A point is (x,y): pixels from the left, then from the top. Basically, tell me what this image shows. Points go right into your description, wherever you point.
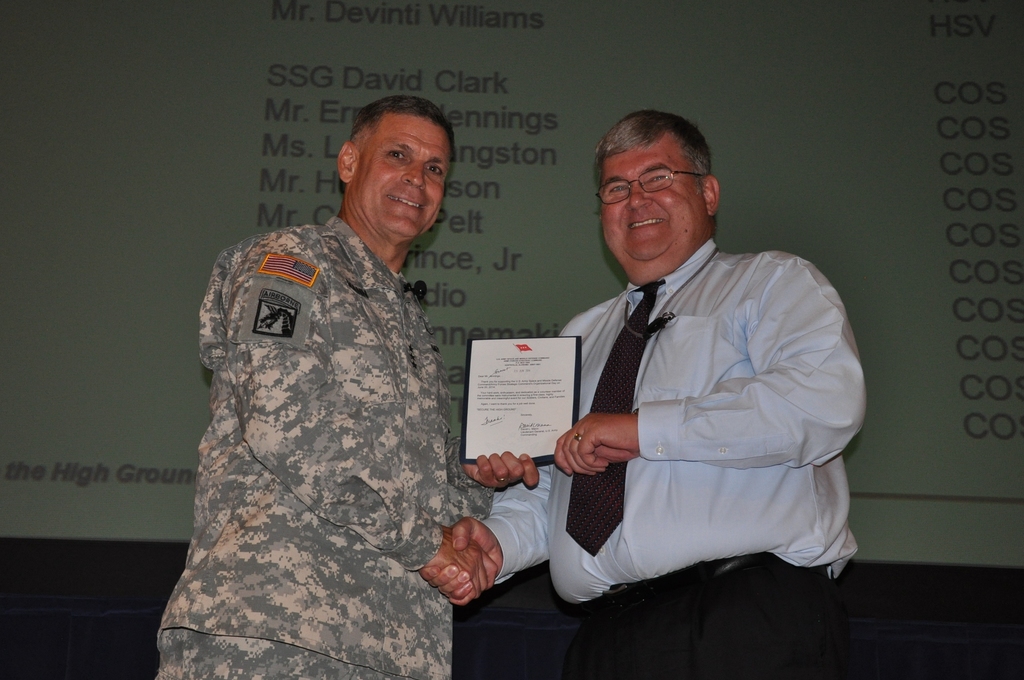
In this picture there are two men (635,155) in the center of the image (485,428), by holding a certificate (541,378) in their hands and there is a projector screen (767,72) in the background area of the image (527,167).
